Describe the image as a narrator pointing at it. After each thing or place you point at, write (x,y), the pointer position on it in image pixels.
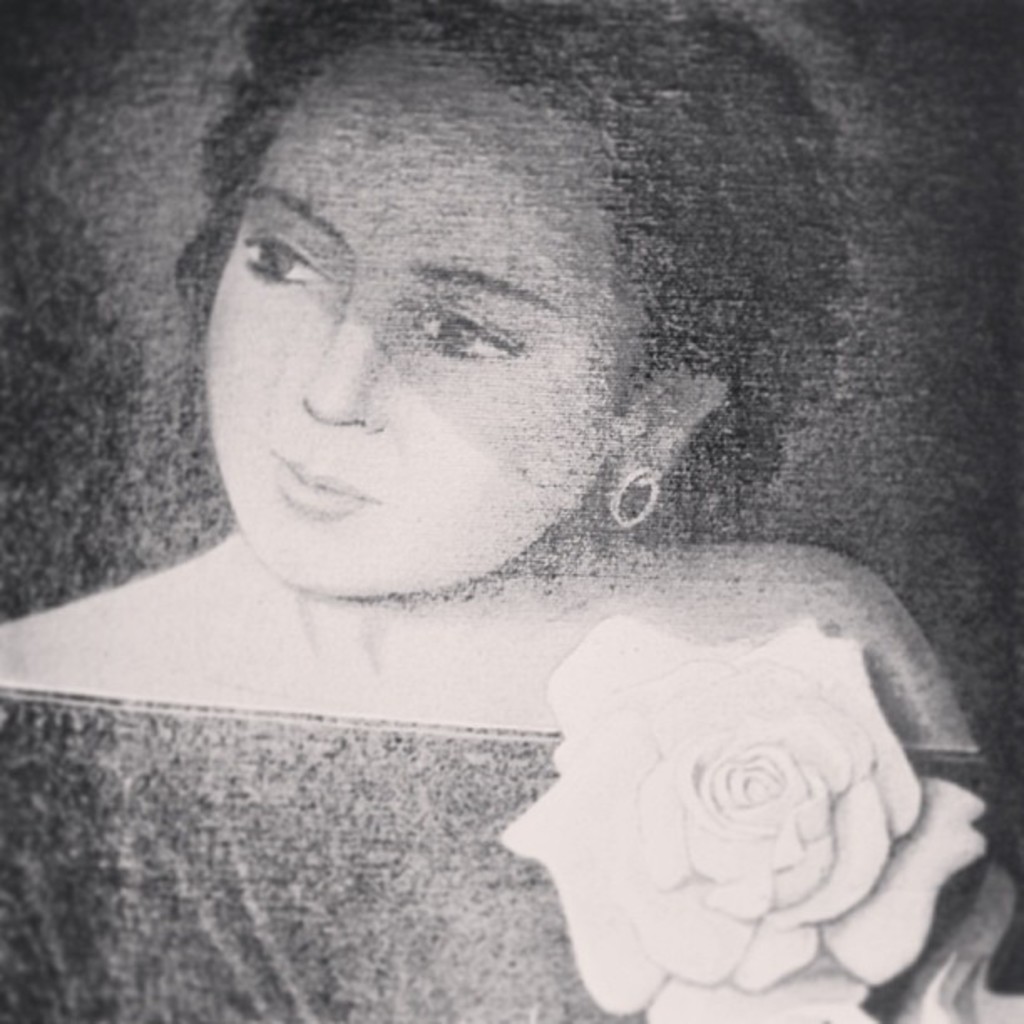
It is a black and white image, there is a woman (444,557) and there is a rose flower (675,926) on the shoulder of the woman (59,865).
